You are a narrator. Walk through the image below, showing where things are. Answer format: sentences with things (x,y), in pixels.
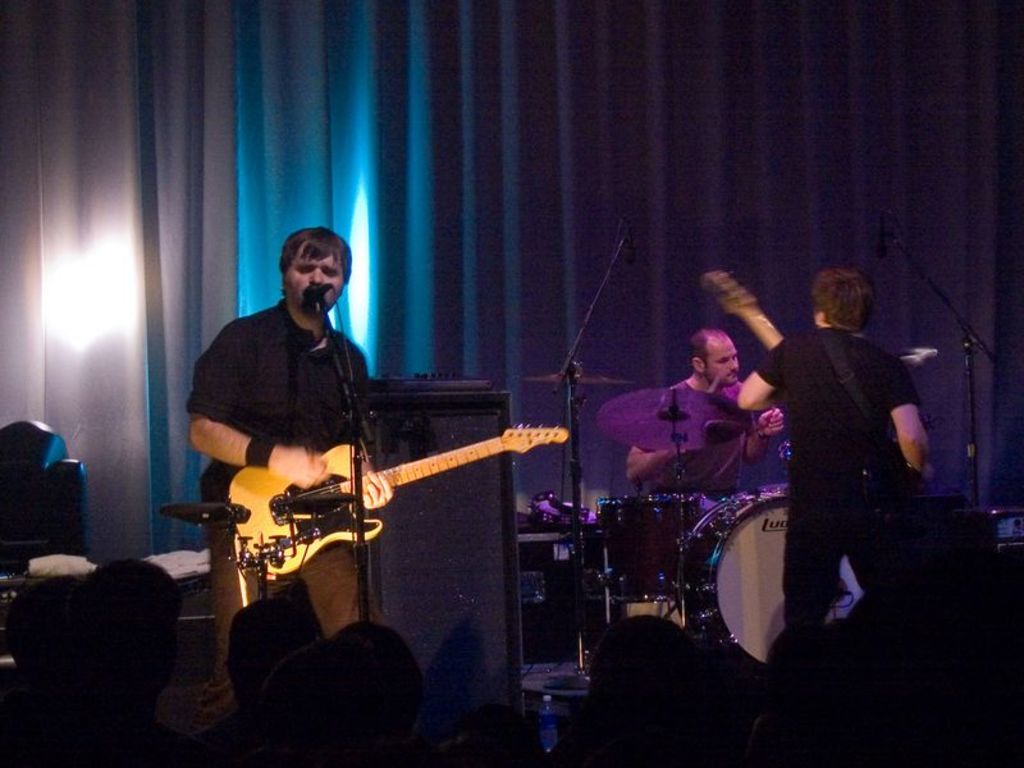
This image consist of three men (341,621) on the dais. It is clicked in a concert. To the left (278,427) man (289,463) wearing black shirt (322,409) is playing guitar (349,524). To the right (716,466), the man (663,461) sitting is playing drums (669,497). In the background (367,197) there is a cloth (542,202).
